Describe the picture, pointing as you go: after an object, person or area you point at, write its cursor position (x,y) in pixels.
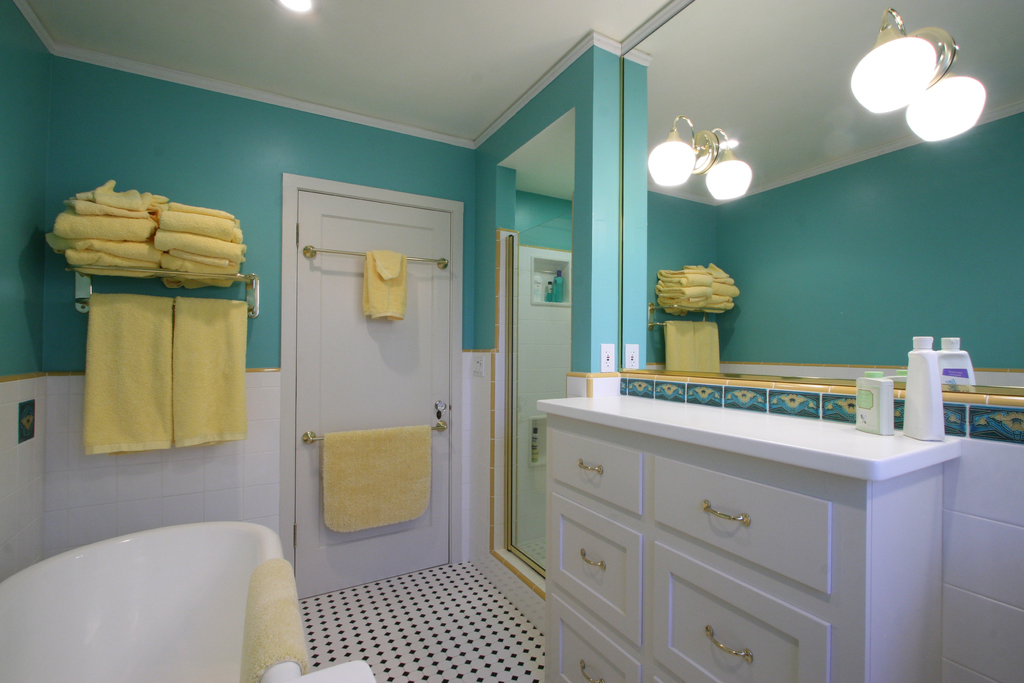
In the image on the left side (86,623) we can see one bathtub (157,632), hanger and yellow color towels (179,359). On the right side of the image (825,292), we can see mirror (990,119), table (845,446), lights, spray bottles (931,381) and drawers (732,505). In the background (289,206) there is a wall (348,140), roof (332,44), light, door (374,241), door hangers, towels (381,447), spray bottles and few other objects (534,278).
